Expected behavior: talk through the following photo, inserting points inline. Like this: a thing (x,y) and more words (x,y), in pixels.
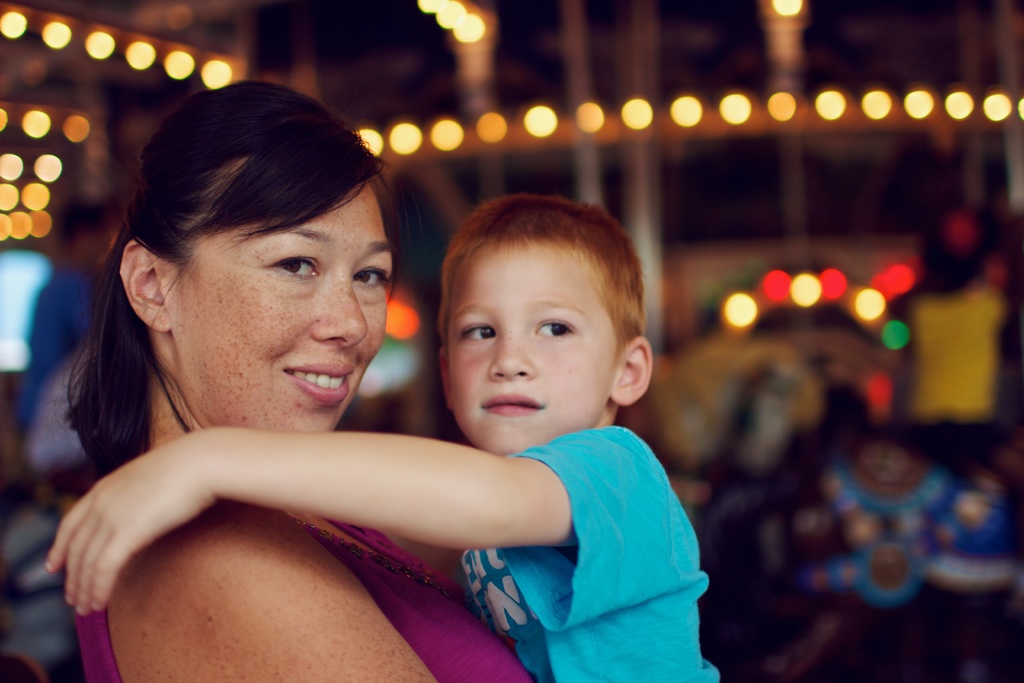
In this image we can see a lady (305,547) standing and holding a boy (584,647). In the background (870,118) there are lights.
